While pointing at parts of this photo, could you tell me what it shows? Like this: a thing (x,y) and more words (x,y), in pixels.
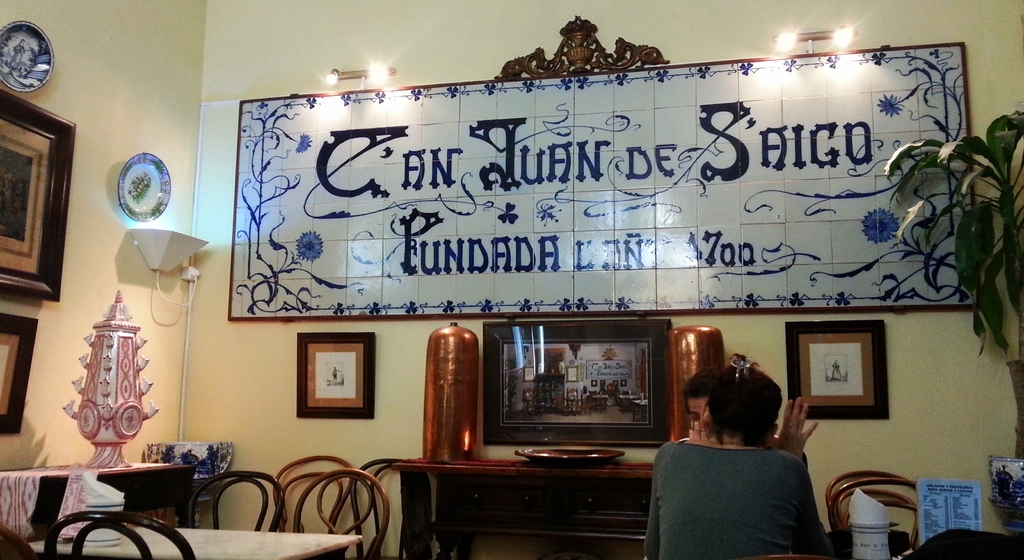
IN this picture we can see two people (692,443) sitting on the chair (851,505) in front of the table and to the left side of them there are some chairs (185,548) around the table (198,540) and to the wall (82,188) there is a board (367,309) some frames (44,224) to the wall (106,191) and a lamp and a small plant (1022,357).
